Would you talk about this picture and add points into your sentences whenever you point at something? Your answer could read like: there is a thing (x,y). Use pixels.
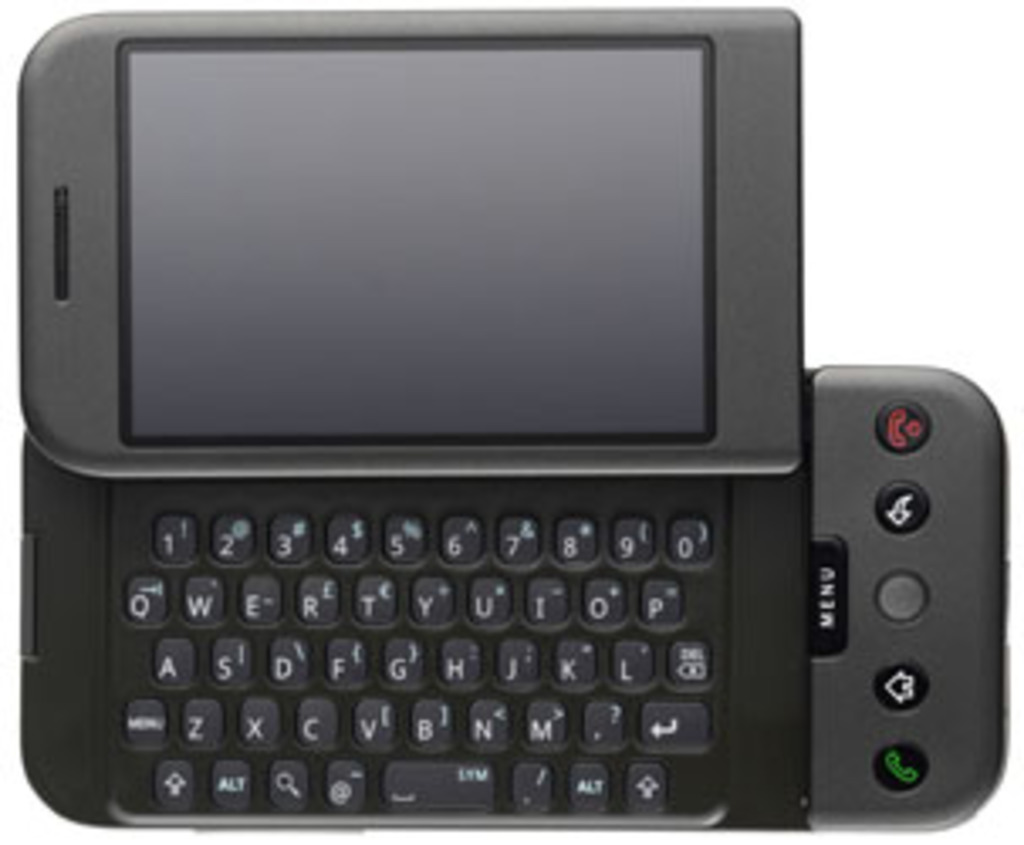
In this image, we can see a black color mobile phone (45,197).
